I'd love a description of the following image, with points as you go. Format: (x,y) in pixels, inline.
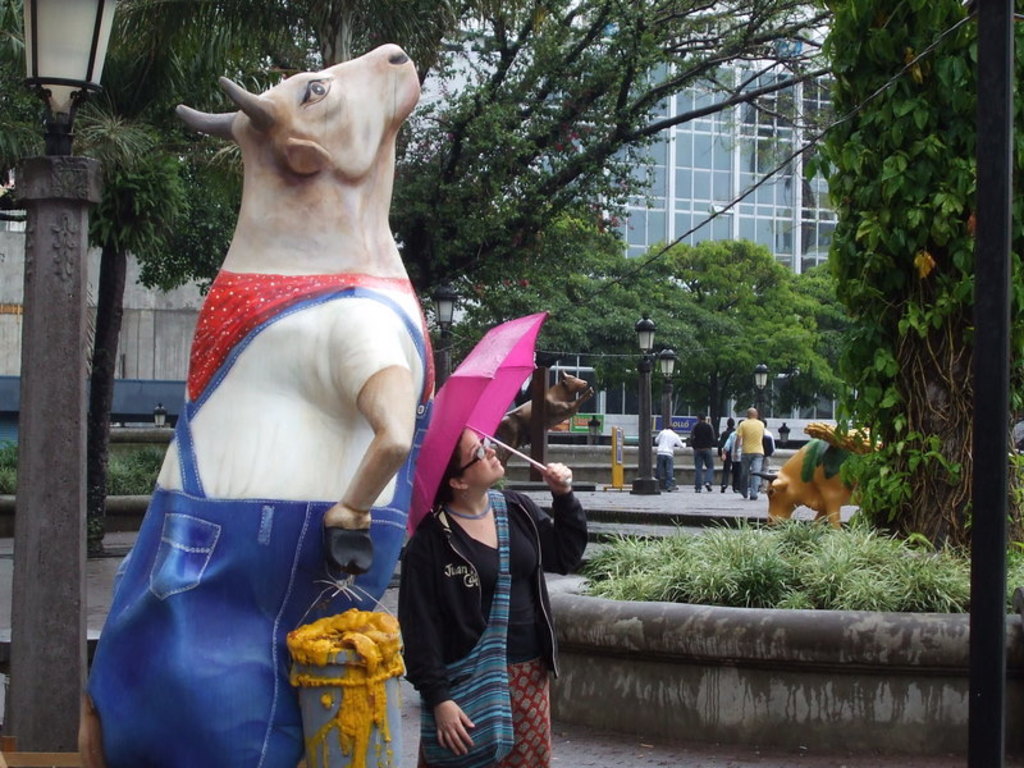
In this image we can see a statue of an animal (286,516). Beside the statue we can see a person (487,591) holding an umbrella (526,373). Behind the person (448,646) we can see grass (876,588), wall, trees (804,398), persons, statue of an animal (566,393) and poles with lights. On the right side (996,228), we can see a pole (998,475). On the left side (137,160), we can see a tree (93,399), wall (167,303) and a pole (78,446) with light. In the background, we can see the building (703,193).
